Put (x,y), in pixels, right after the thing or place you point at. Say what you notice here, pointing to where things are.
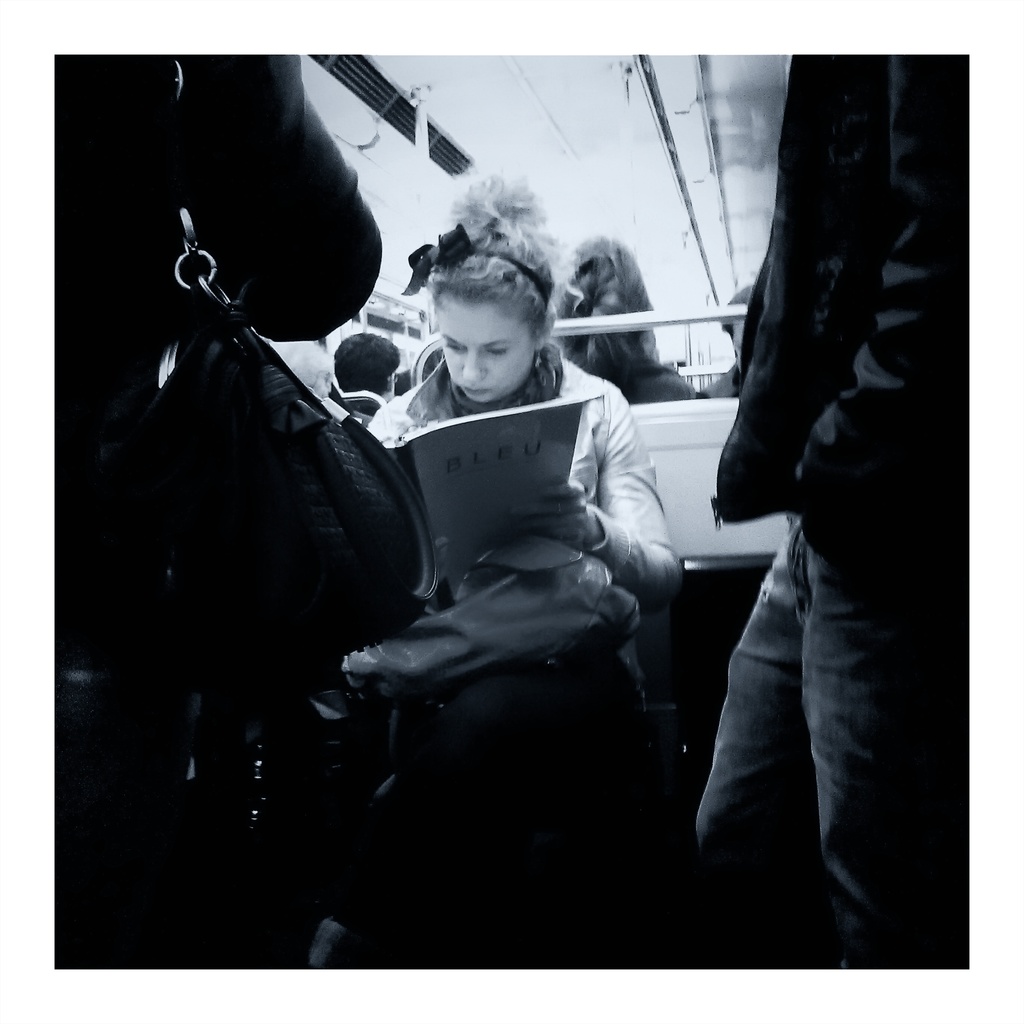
In this picture there are people (96,164), among them there is a woman (443,366) sitting and holding a book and we can see rod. On the left side of the image (98,202) there is a person (246,121) carrying a bag (205,493).
